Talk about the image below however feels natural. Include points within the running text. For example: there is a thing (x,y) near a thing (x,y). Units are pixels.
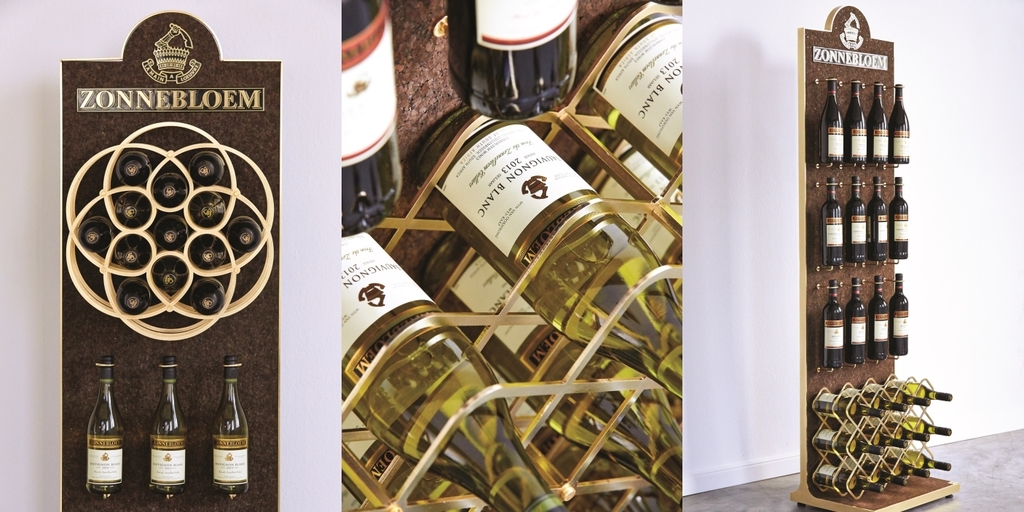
This is a collage image. In this picture we can see the wine bottles (859,213), boards (828,48). In the background of the image (26,300) we can see the wall (979,333). In the bottom right corner (998,458) we can see the floor (751,484).
